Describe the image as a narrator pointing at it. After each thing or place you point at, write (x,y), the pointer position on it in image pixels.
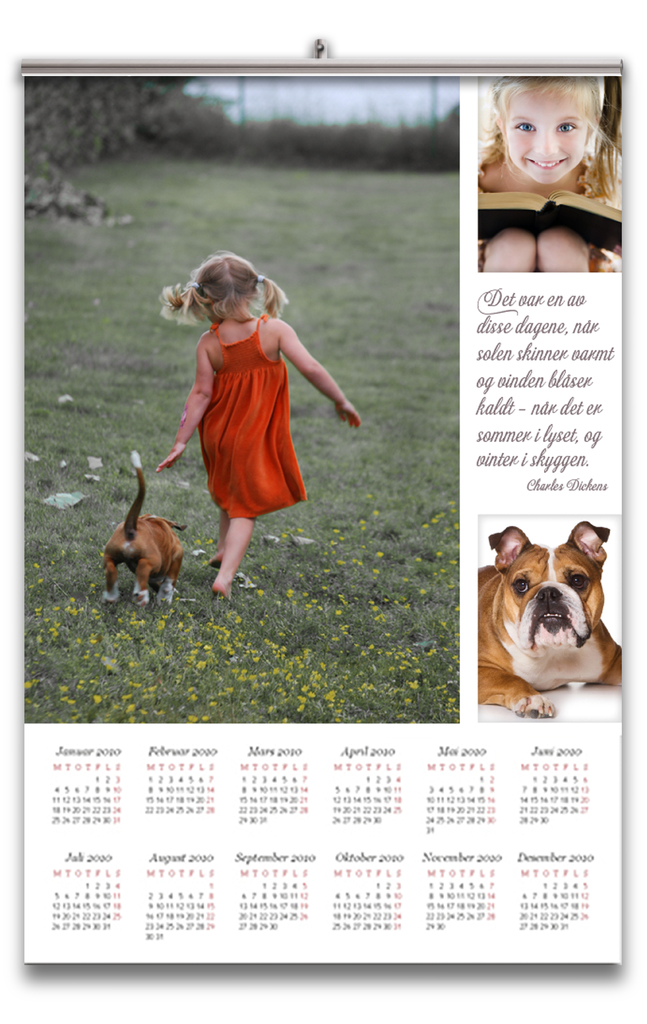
In this picture I can see a calendar (254,435) and I can see picture (281,510) of a girl (272,373) walking and I can see a dog (107,585) on the side and I can see grass (344,222) on the ground (244,238) and few trees (274,138) and I can see another picture (512,229) of a girl (521,231) holding a book (557,204) and another picture (582,623) of a dog (619,679) and I can see text (506,436) between the pictures (501,635) on the right side (537,401).
